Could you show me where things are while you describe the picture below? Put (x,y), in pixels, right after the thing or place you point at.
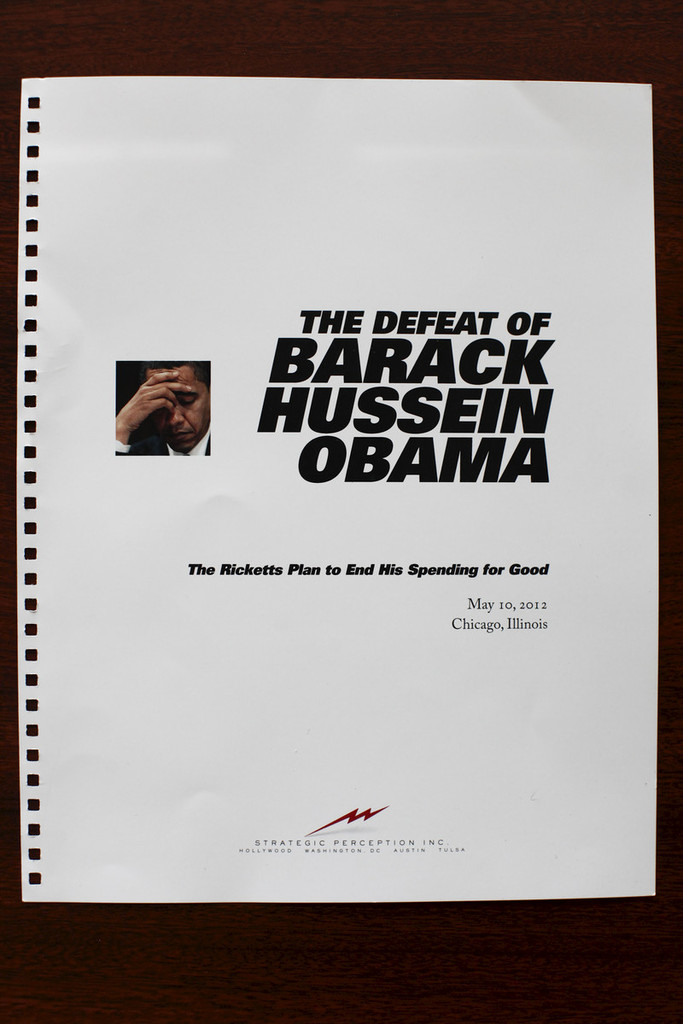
In this image we can see a photo (163,428) and some text (505,625) on a paper (349,824) placed on the surface (681,381).
